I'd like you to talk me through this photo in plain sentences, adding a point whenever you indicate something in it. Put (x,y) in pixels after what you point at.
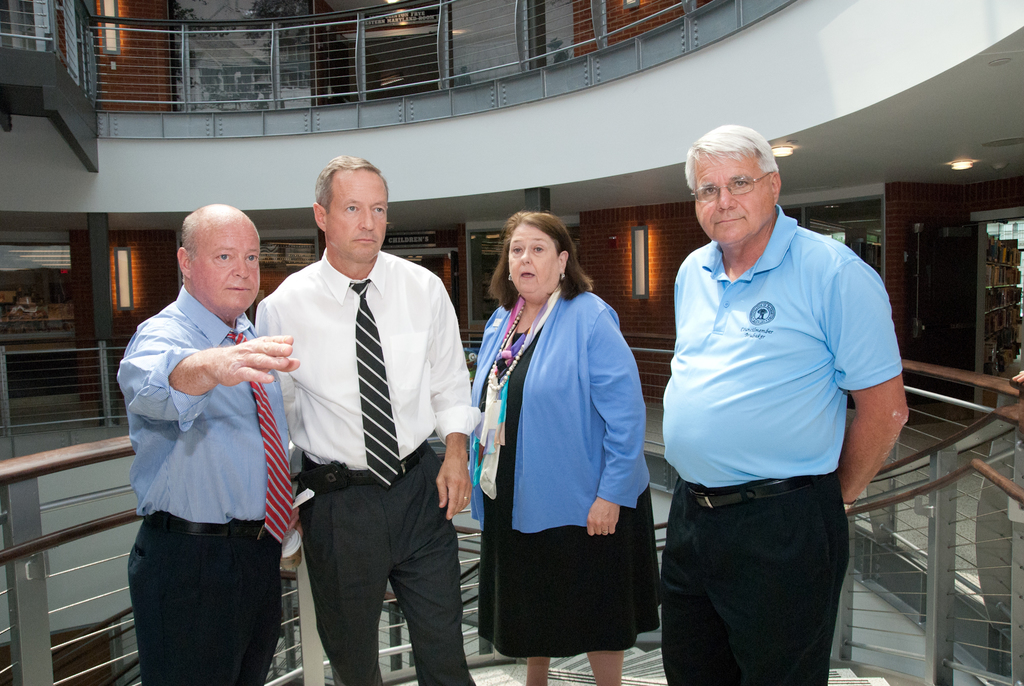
In this image, in the middle (490,428), we can see four people (622,454) are standing on the floor (660,658). In the background (297,34), we can see metal grill (291,49), doors (967,320) and a photo frame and a wall (649,361), lights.
